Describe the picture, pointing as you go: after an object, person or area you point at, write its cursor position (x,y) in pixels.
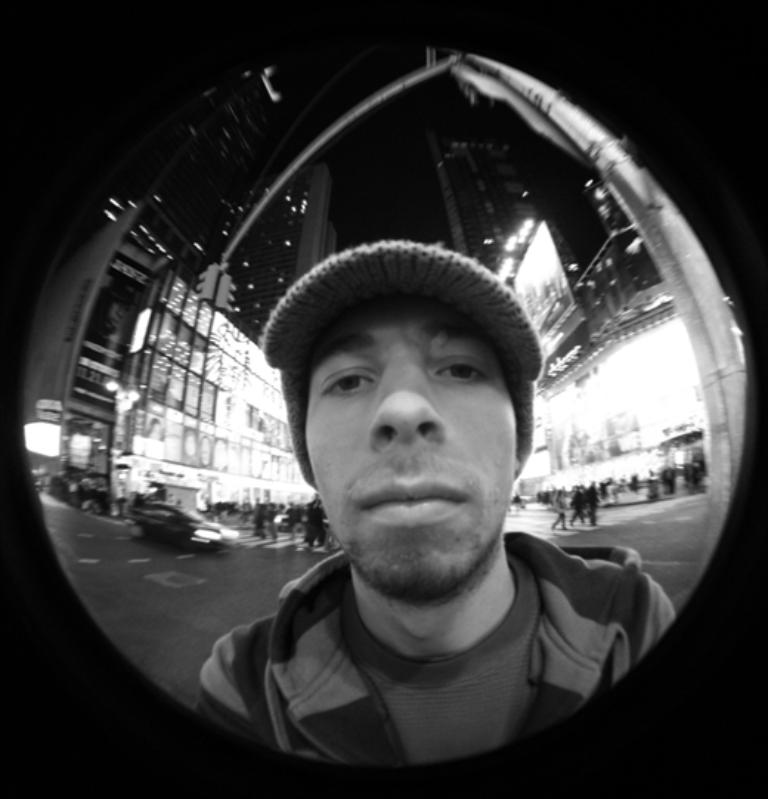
This picture describes about group of people (411,502), in the middle of the image (382,494) we can see a man (367,444), he wore a cap (335,277), behind him we can find few vehicles (174,533), buildings (225,396), lights (507,274) and hoardings (548,260), it is a black and white photograph.
